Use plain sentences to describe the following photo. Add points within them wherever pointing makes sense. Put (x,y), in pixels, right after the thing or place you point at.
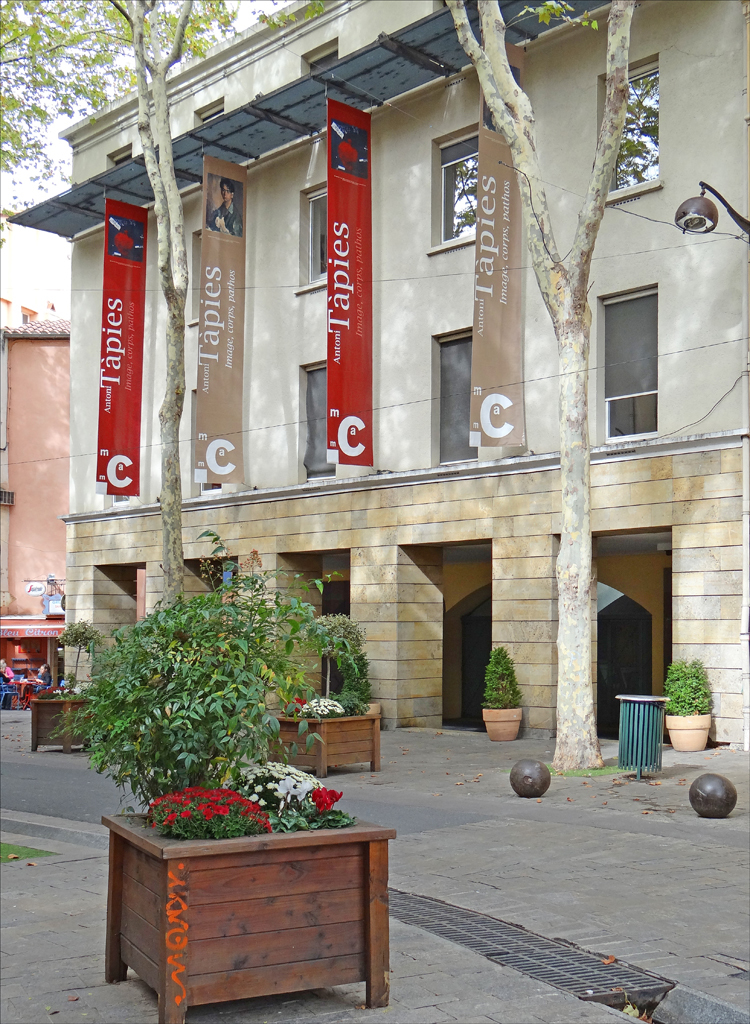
In the foreground of the picture (281,823) there are plants (211,770) and flowers (284,801). In the center of the picture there are trees (328,680), plants (328,693) and dustbin (632,740). In the background (264,540) there are buildings (42,355), street light (704,202), windows (465,220) and banners (228,356).
